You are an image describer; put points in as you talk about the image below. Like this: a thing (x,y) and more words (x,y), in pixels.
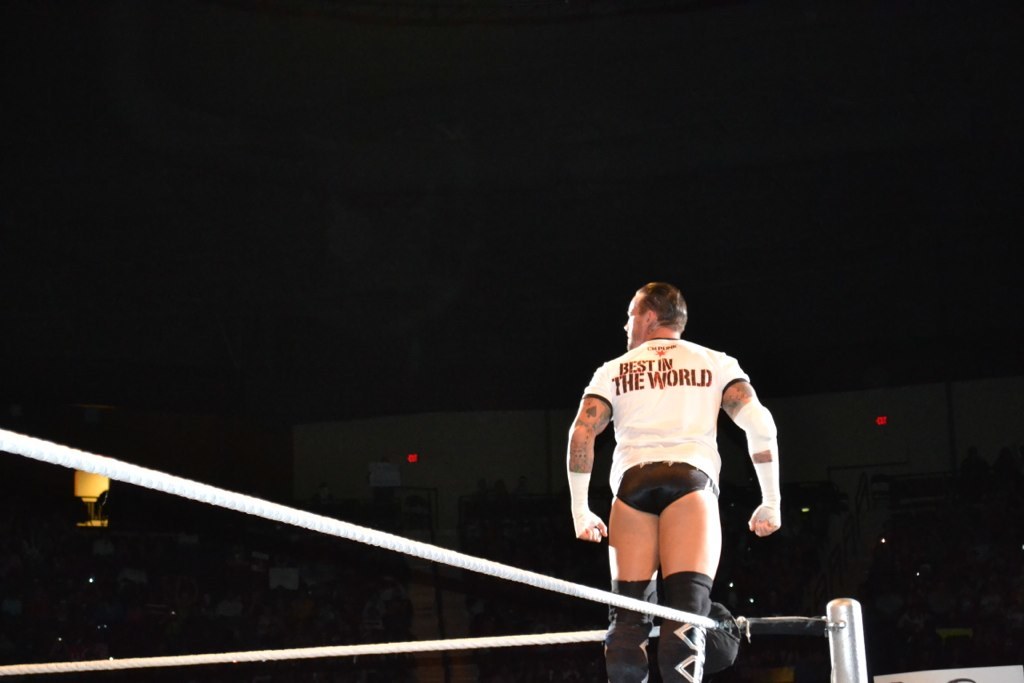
In this picture we can see a man (638,552) standing. There is a rope (293,657) and a pole (859,615). We can see a building (854,457), few lights (82,484) in the background (95,513).
